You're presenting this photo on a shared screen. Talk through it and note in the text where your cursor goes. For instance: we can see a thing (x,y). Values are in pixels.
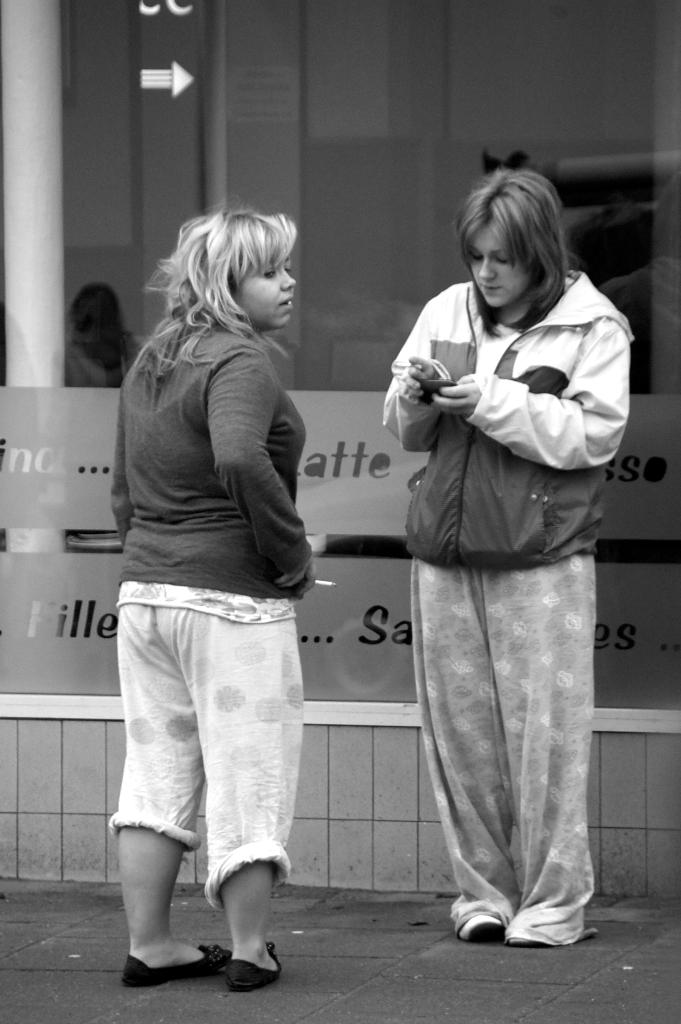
This is a black and white image. Here I can see two women (195,600) wearing t-shirts (249,514), trousers (288,688) and standing on the road (433,990). The woman (511,346) who is on the right side (512,595) is holding a mobile (452,384) in the hands (446,394) and looking at the mobile (430,388). The other woman (200,284) is looking towards right side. at the back of this people (239,670) I can see a wall (56,780) and the glass (182,145) on which I can see some text (62,627).
